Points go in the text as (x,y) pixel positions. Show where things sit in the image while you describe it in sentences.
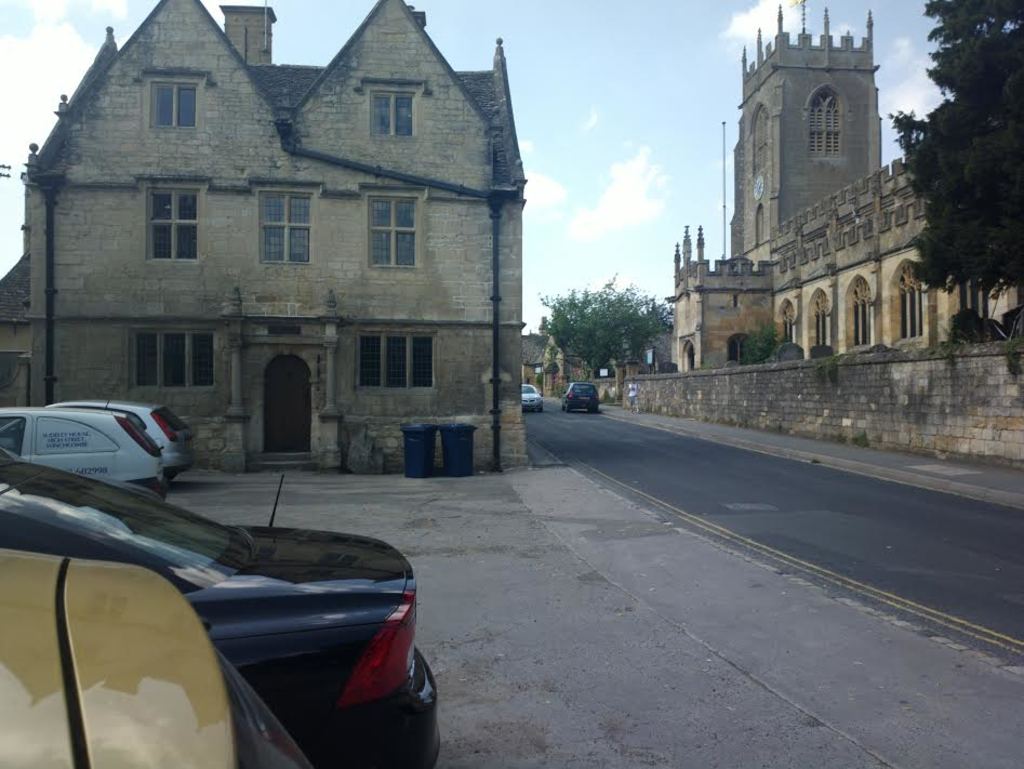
In this image, we can see some buildings (408,213), at the right side (982,109) there is a green tree (974,247), we can see some cars (171,617), at the top (645,124) there is a sky (612,41).
